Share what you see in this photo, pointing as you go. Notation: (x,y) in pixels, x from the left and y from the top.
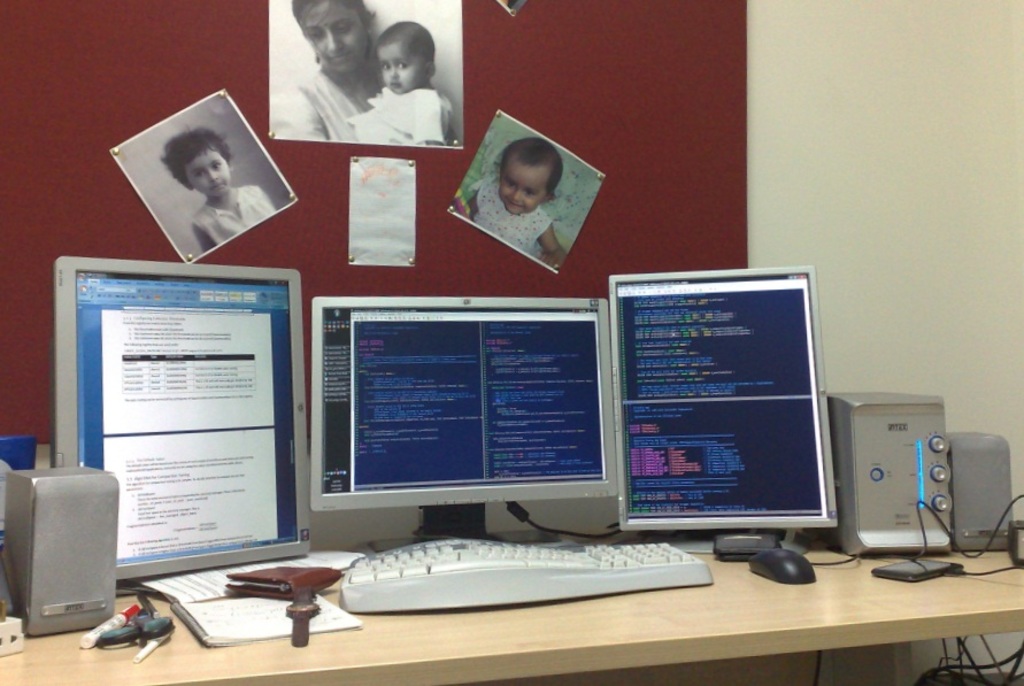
This is a table (557,653) on which there are 3 monitors (173,419), keyboard (506,576), speakers (107,483), mouse (786,553), marker (134,609), etc. On the wall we can see 3 photographs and a paper (387,216).
